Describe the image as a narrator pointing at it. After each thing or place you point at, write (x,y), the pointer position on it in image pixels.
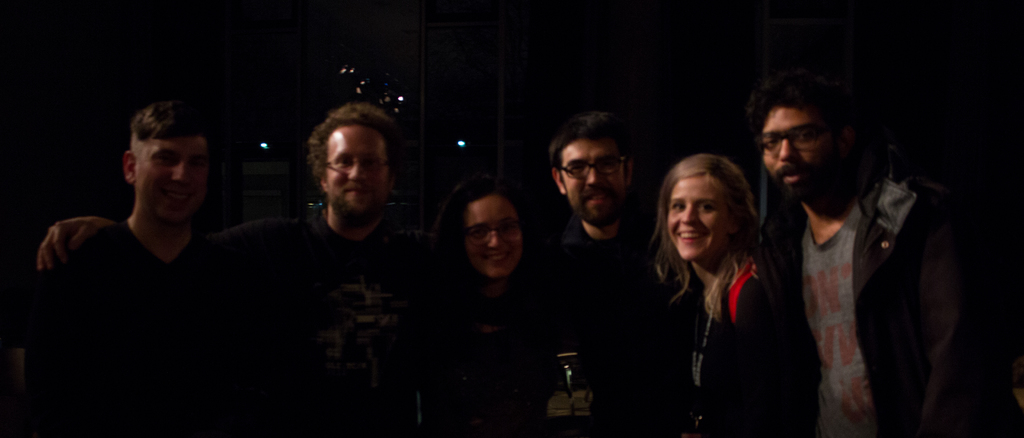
In the left side (329,375) 2 men (267,392) are standing and smiling. In the middle (441,210), a woman (473,285) is smiling and in the right side (755,278) a woman (755,278) is also smiling, she wore coat (737,364).
